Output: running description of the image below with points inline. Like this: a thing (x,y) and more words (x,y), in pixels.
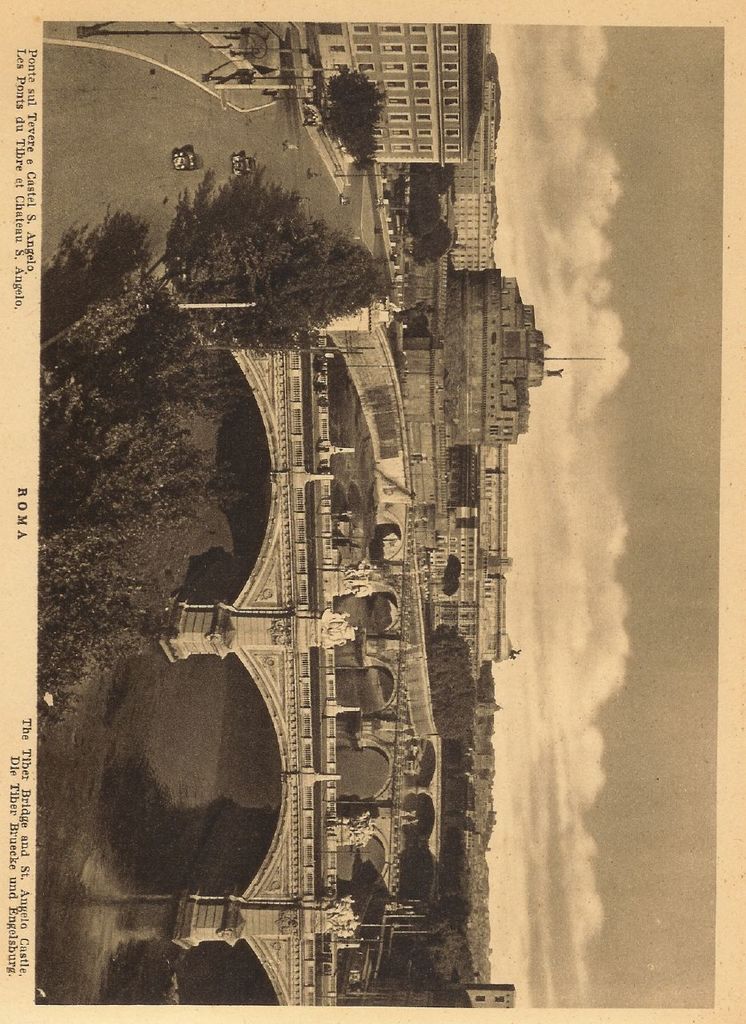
In this image there is one photo (492,627) in the photo (354,337) there are some buildings (409,355), trees (126,225), vehicles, grass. And on the left side of the image (74,602) there are some trees (281,268), river (130,807), vehicles (181,164), walkway (135,112). And on the right side of the image (590,481) there is sky (620,487), on the left side (25,126) there is text (11,809).
